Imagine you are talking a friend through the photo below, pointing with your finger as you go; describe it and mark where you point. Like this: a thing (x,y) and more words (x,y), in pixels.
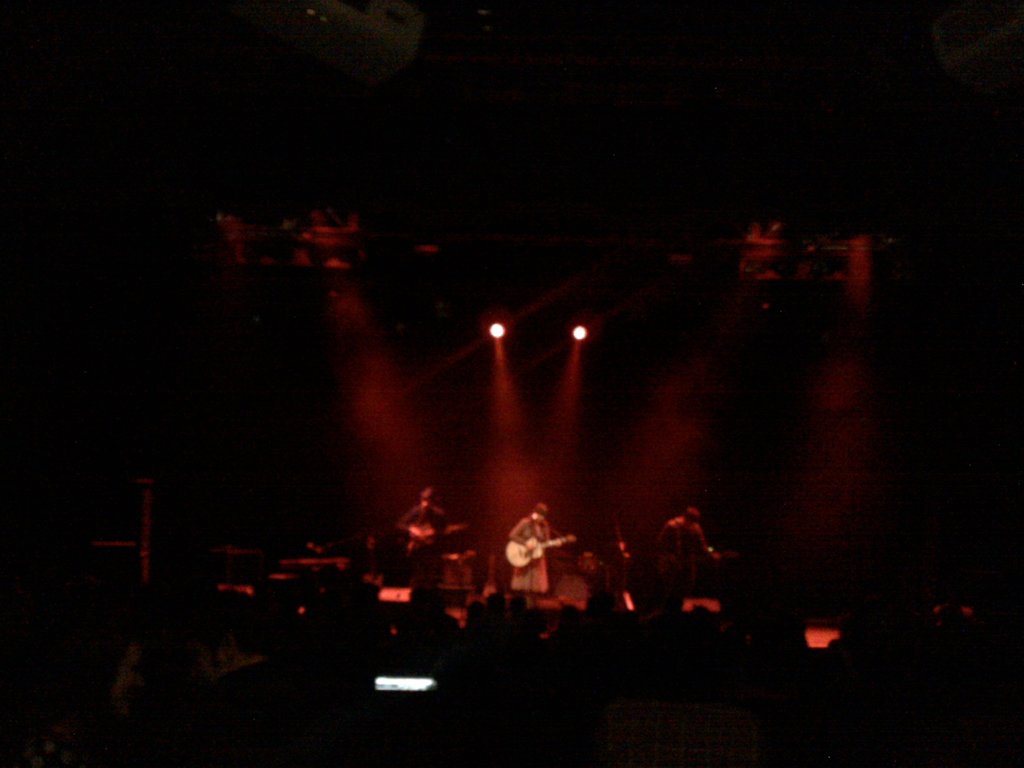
there are a few people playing music on the stage (409,564).
